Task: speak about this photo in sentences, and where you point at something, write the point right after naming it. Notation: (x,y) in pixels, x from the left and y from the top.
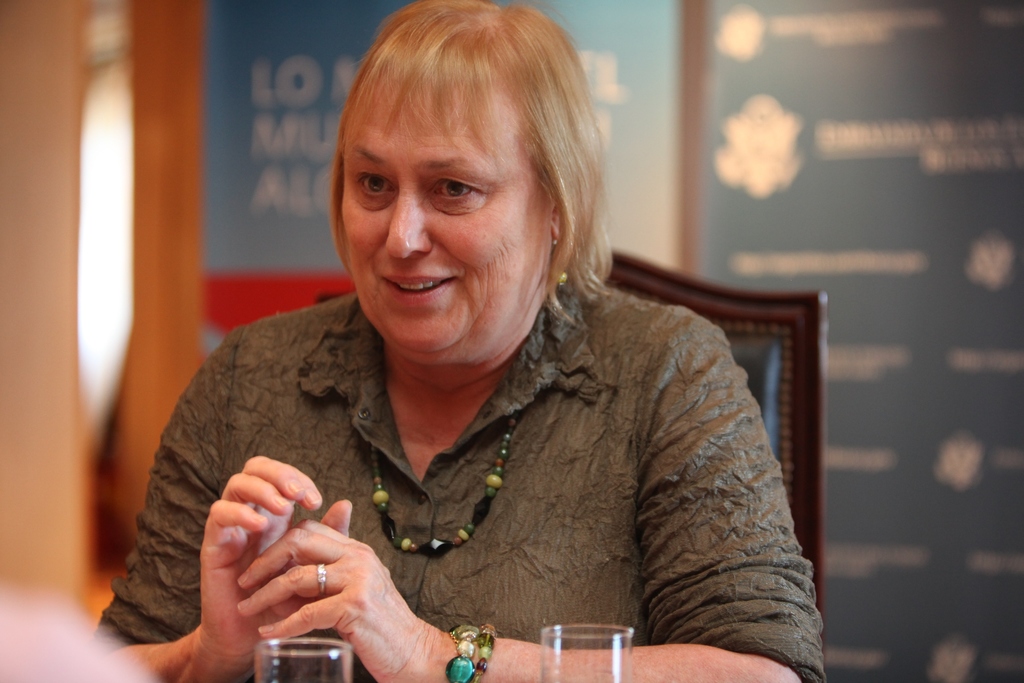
In the image there is a blond haired woman (581,390) in grey shirt (502,495) and necklace (485,498) sitting on chair (759,398) with glass (578,640) in front of her on table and in the back (998,94) there are ad boards (265,147).
